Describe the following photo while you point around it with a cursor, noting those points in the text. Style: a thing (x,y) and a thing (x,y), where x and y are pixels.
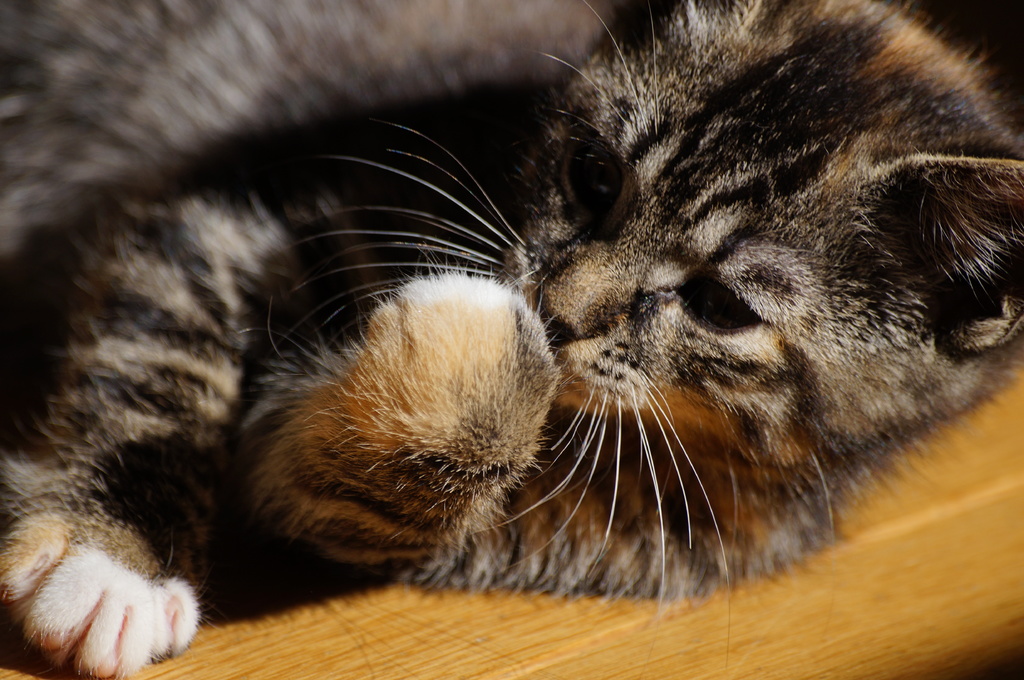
In this image I can see a cat (333,260) on a wooden surface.
